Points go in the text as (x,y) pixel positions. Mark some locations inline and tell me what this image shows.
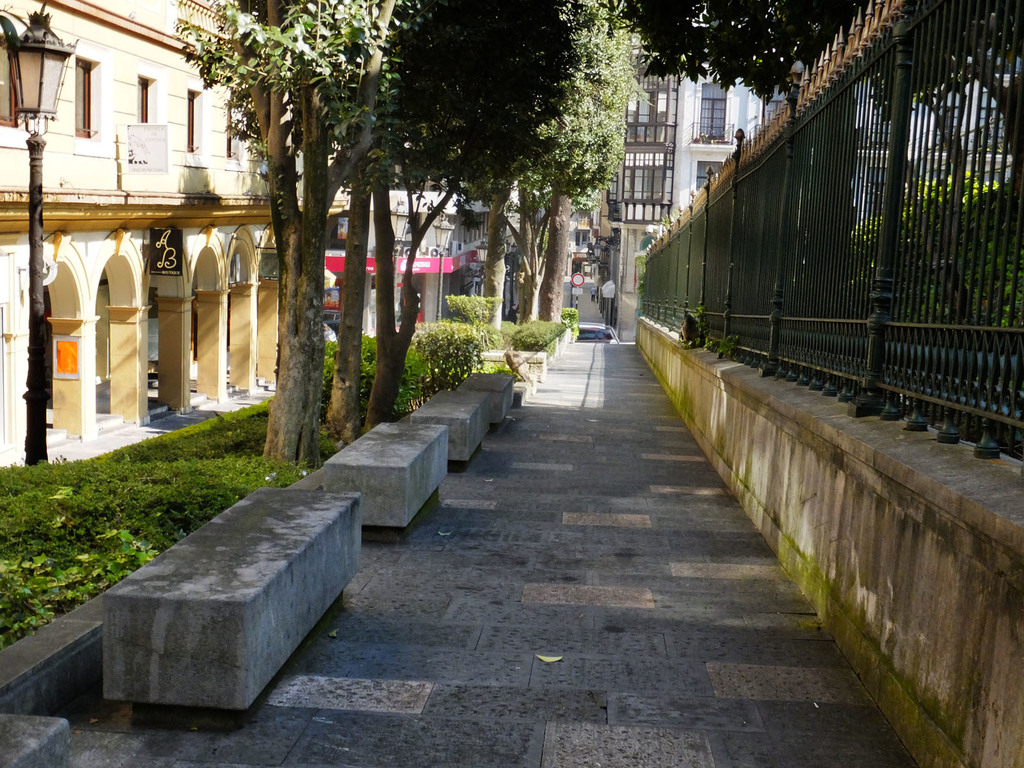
In this image we can see plants (62,492), trees (722,16), pillars (10,357), buildings (172,55), poles (34,392), lights (40,101), wall (827,507), railing (1018,263), floor (389,701), stone platforms (481,423), and boards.
